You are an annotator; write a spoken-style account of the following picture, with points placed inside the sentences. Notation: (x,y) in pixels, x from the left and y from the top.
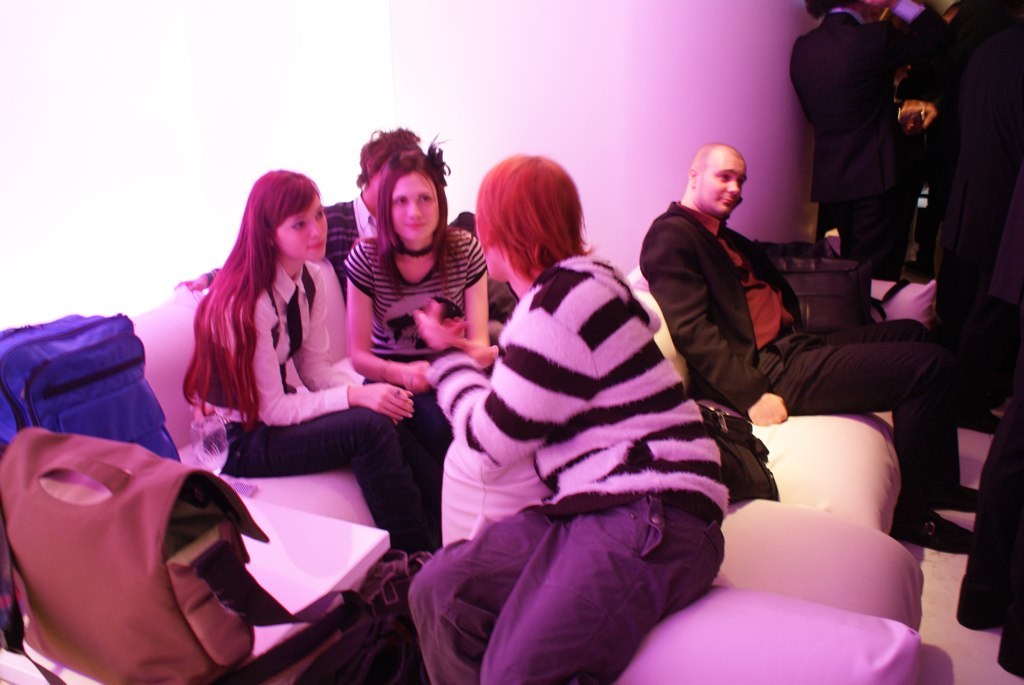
These people (444,381) are sitting on couches (773,528) with bags (834,287). Right side (992,152) corner of the image few people (933,70) are standing.
